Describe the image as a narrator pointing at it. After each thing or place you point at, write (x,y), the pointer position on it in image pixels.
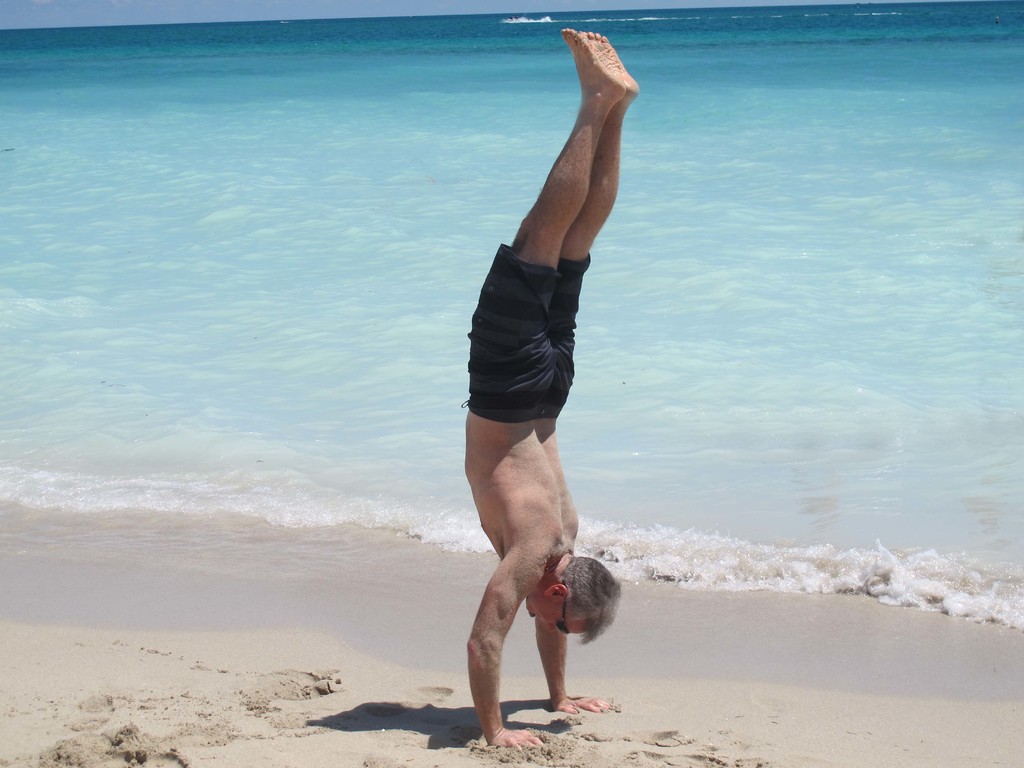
On the sea shore (402,569) there is a man (542,580) wearing goggles (561,621) in inverted position. In the back (729,215) there is water (273,72) and sky (109,25).
